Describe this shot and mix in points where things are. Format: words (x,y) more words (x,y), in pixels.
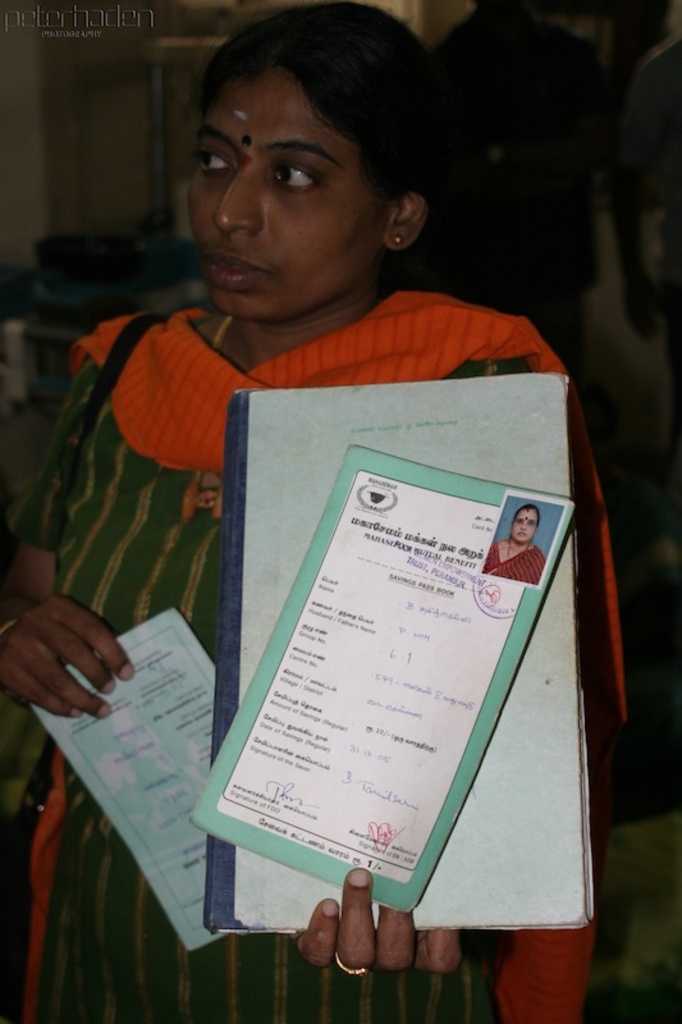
In the foreground of this picture (180,313) we can see a woman (325,60) standing, holding some objects (392,613) and we can see the text (384,797) and a photograph (500,534) of a person (521,524) attached to the paper (397,477). In the background (571,194) we can see the group of persons (677,79) and some other objects (158,220). In the top left corner (51,28) we can see the text (99,30) on the image.
